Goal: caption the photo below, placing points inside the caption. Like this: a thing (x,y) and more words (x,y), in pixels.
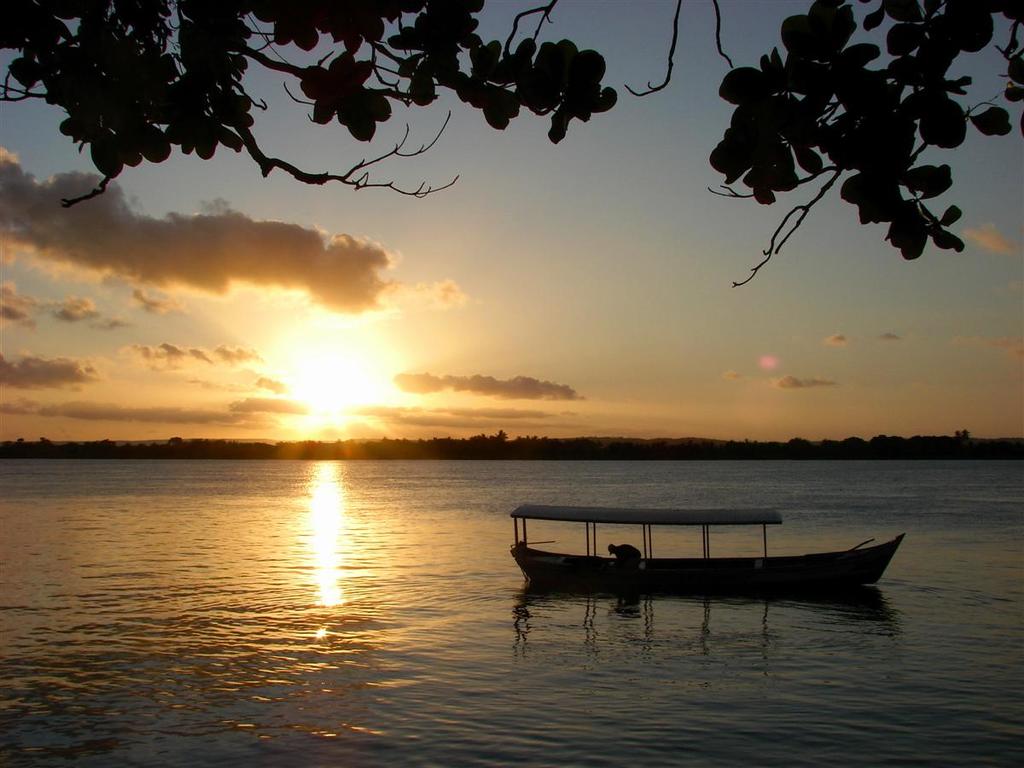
There is a person (630,545) on the boat (809,569). And the boat (589,582) is on the water (615,667). In the background (242,449) there are trees (544,452) and sky (257,286) with clouds (379,294). At the top of the image (415,90) there are branches (399,64) with leaves (876,173).
